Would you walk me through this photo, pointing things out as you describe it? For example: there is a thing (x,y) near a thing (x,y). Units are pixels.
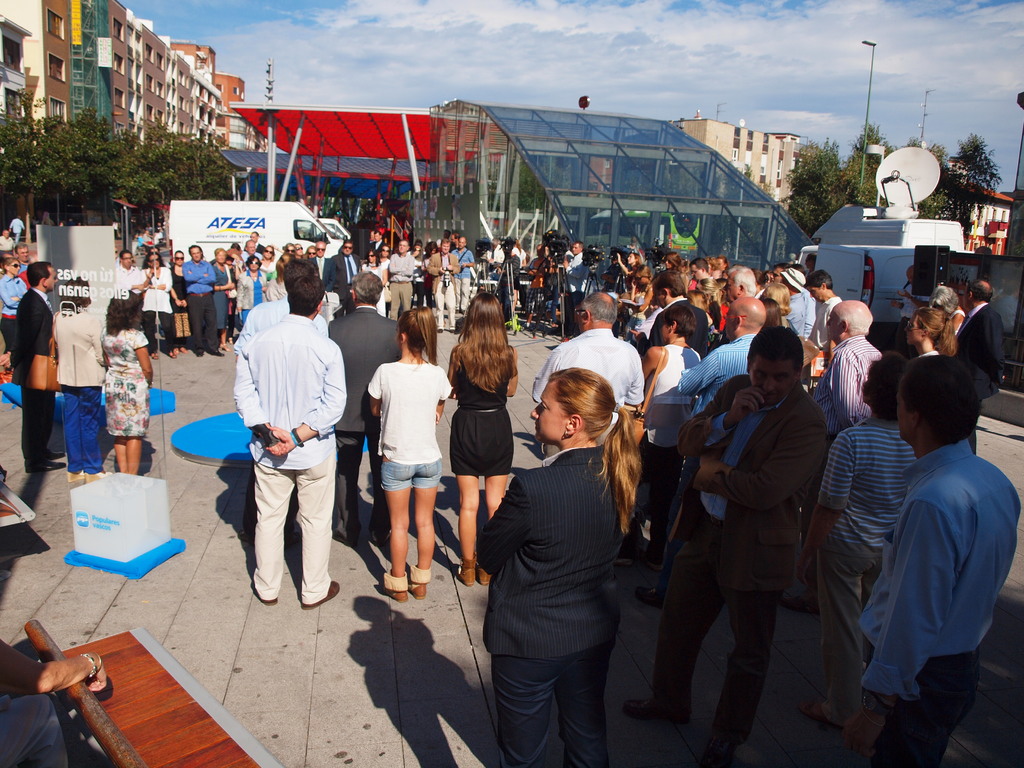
In front of the image there are people (593,548) standing. There are vehicles (206,244) and there are some objects (74,238) on the road (298,681). In the background of the image (527,164) there are buildings (6,38), trees (850,182), light poles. At the top of the image (770,78) there are clouds (554,24) in the sky (591,17).
